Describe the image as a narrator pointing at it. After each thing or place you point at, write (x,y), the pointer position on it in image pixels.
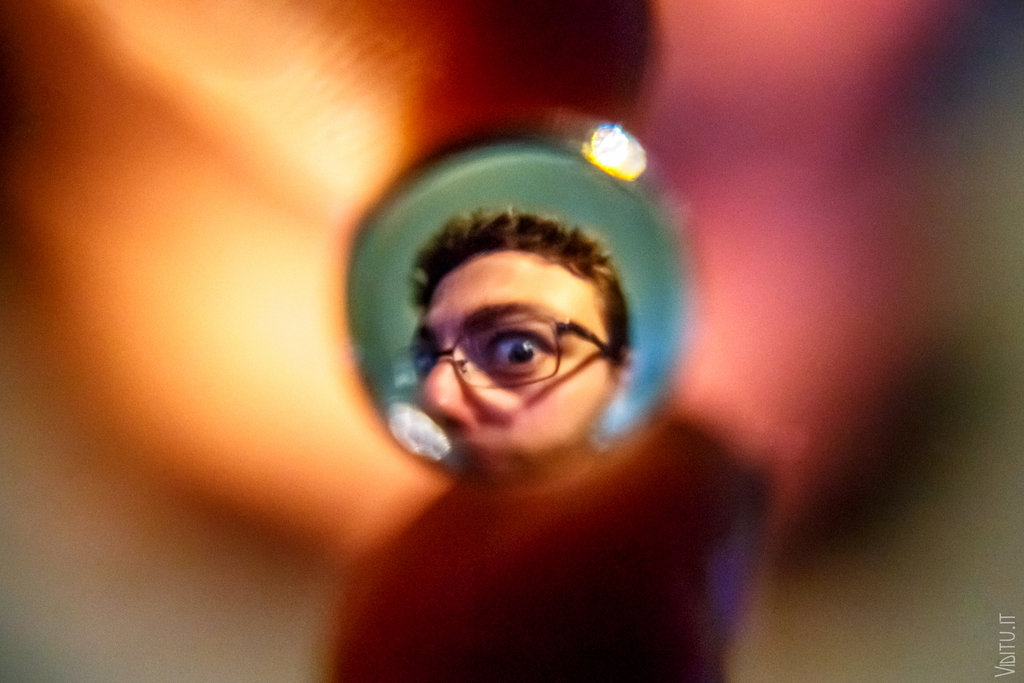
In the image we can see a person (450,364) wearing spectacles (499,353), this is a watermark (1015,626) and this part of the image is blurred.
